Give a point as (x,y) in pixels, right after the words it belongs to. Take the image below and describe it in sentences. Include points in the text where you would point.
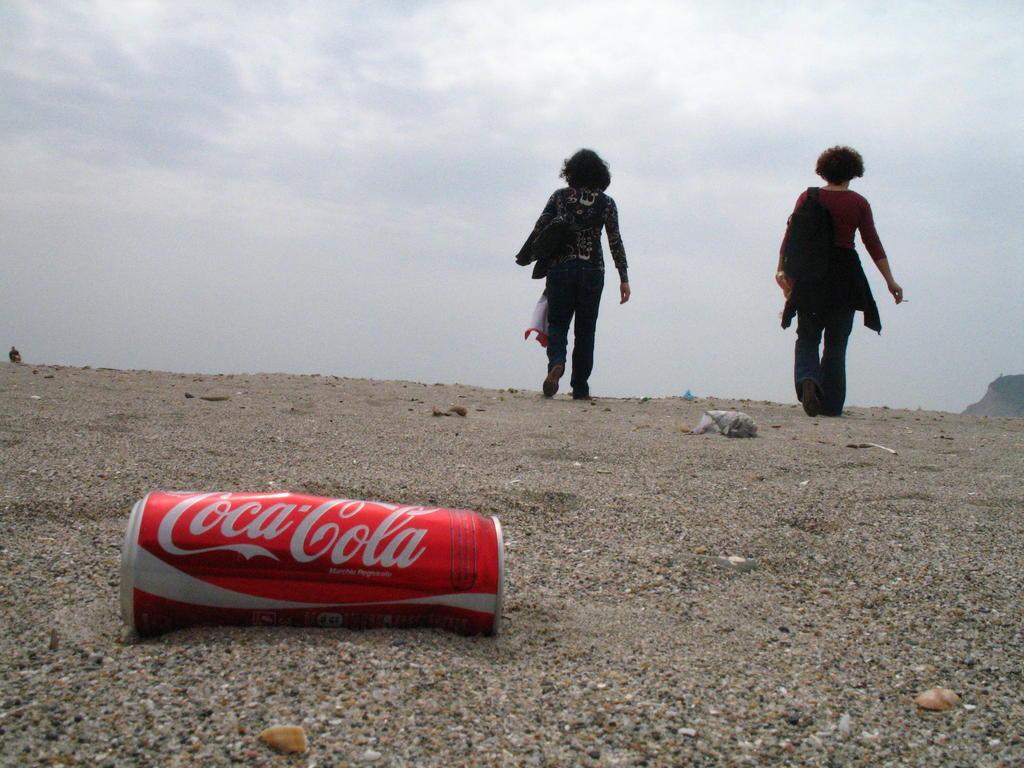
In this image I can see a can (496,586) and two persons (583,317) on the ground (477,386). In the background (855,115) I can see a mountain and the sky (359,208). This image is taken may be on the ground (591,580).
